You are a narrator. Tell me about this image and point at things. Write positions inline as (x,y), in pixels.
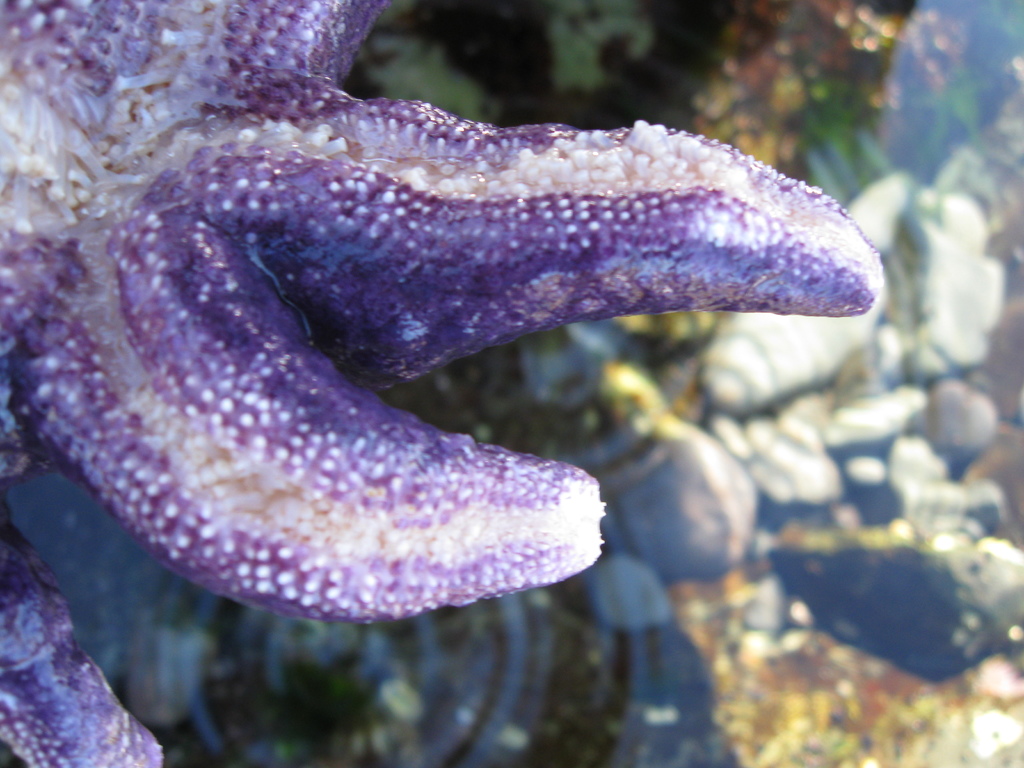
In this image, we can see a starfish (38,305). We can also see some objects (885,341).
